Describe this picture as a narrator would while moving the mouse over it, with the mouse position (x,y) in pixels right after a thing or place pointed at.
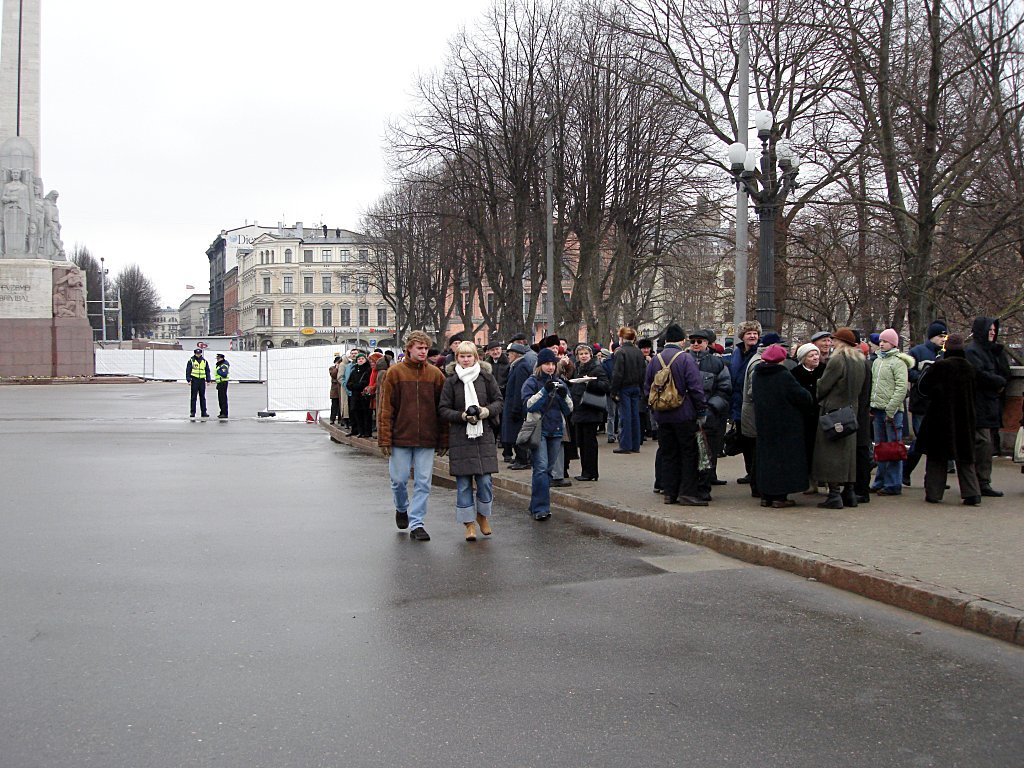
In this picture there are three persons (475,389) walking on the road (604,669) and there are two persons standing on the road (324,566). There are group of people (962,472) standing on the footpath (949,482) and there are street lights (759,219) on the footpath (1009,573). At the back (773,328) there are buildings (322,324) and trees (862,324) and street lights (358,320). On the left side of the image (24,216) there are sculptures (35,242) on the wall (77,356) and there is text (6,300) on the wall (15,314). At the top (265,139) there is sky (260,87). At the bottom (543,602) there is a road (372,631).
